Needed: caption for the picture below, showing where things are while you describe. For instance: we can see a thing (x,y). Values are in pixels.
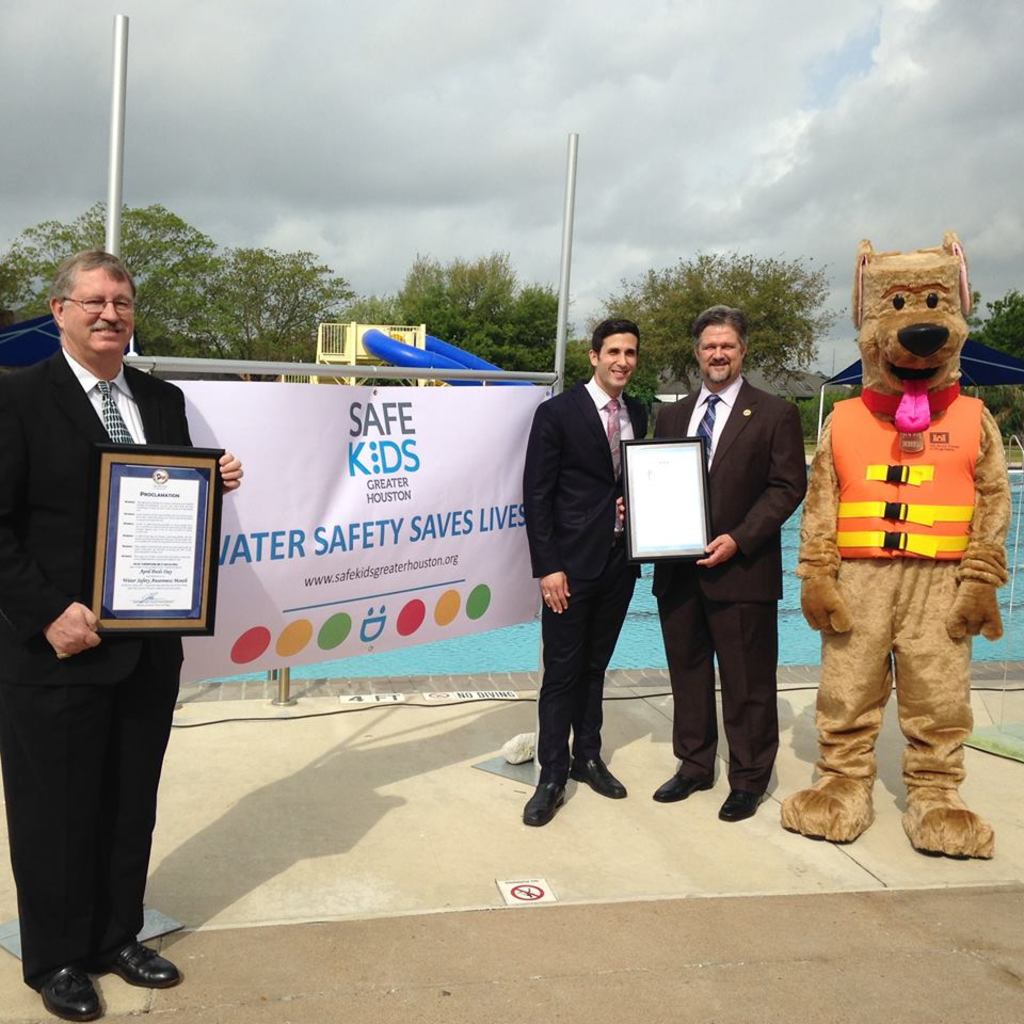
On the left side of the image (75,579) there is a person (75,579) standing and holding a memo (171,484) in his hand (88,611) with a smile on his face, beside him there are two other people (691,430) standing with a smile on their face (624,379) are holding a photo frame (651,471) in their hand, beside them there is a depiction of a cartoon character (879,491), behind them there is a banner (252,471) on the metal rods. Behind the banners (423,401) there is a pool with water rides (447,363), behind that there are trees (637,386), tents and wooden sheds (666,399). At the top of the image (493,93) there are clouds (493,93) in the sky (493,93).
